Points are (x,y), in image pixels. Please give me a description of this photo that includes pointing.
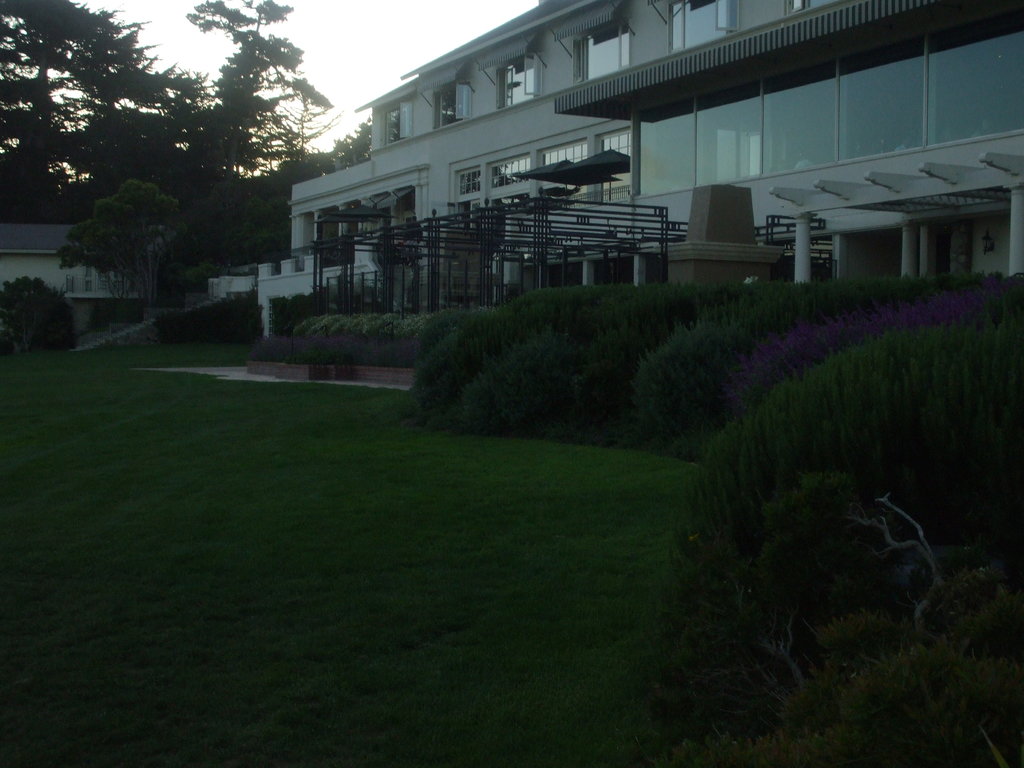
In this image we can see buildings (452,299) with the windows (991,48), there are poles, plants (510,348), trees (79,40) and grass (366,493), in the background (350,48) we can see the sky (316,49).
